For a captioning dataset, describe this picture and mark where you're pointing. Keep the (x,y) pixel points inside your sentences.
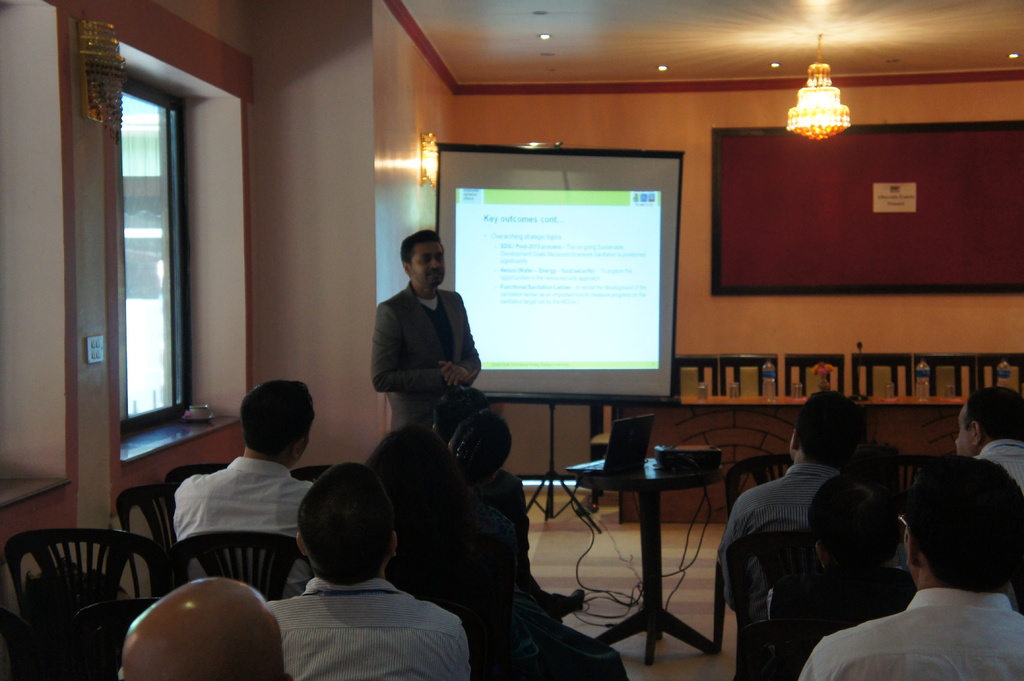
In this picture we can see a group of people (946,477) sitting on chairs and a man (413,393) is standing on the path (613,518). Behind the people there is a table (667,473) and on the table (660,484) there is a laptop (622,463) and projector (676,460). Behind the man (432,319) there is a projector screen (531,361) and a wall (683,347). There are ceiling lights (1012,55) and a chandelier (800,110) on the top (800,110).
